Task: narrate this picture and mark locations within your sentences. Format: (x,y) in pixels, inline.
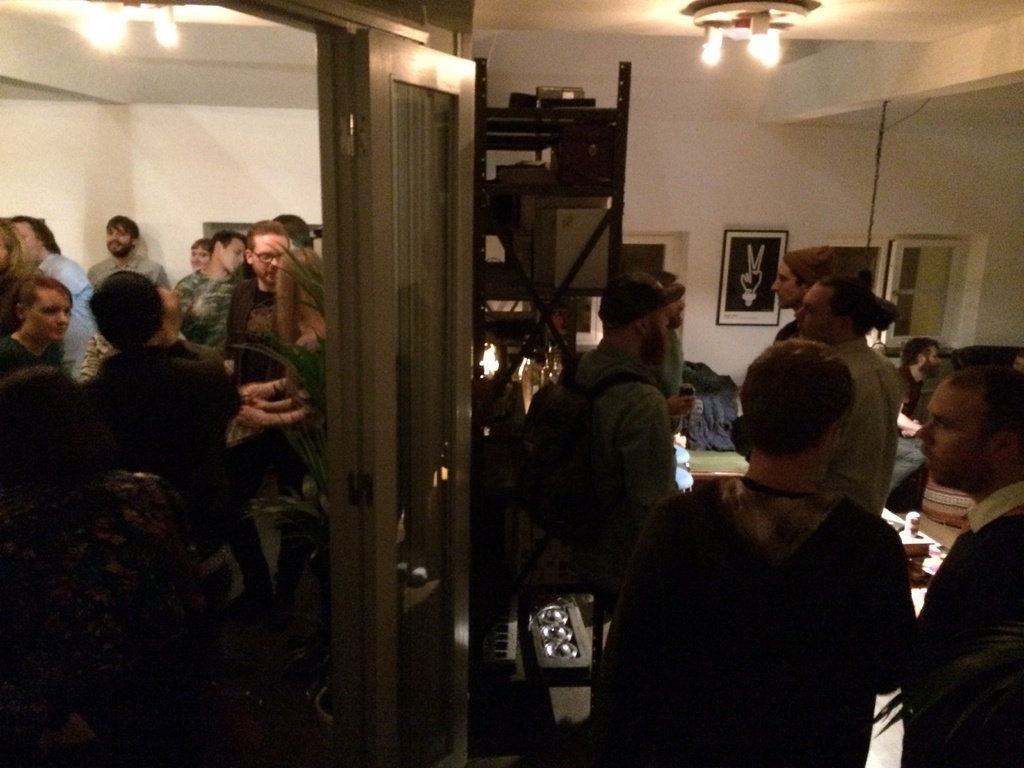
There is a group of persons (161,465) standing as we can see at the bottom of this image (131,576). There is a wooden door (407,367) in the middle of this image (405,323), and there is a wall (757,204) in the background (654,162), we can see there is a photo frame (742,266) attached to it, and there are some lights (734,26) presents at the top of this image (775,5).
